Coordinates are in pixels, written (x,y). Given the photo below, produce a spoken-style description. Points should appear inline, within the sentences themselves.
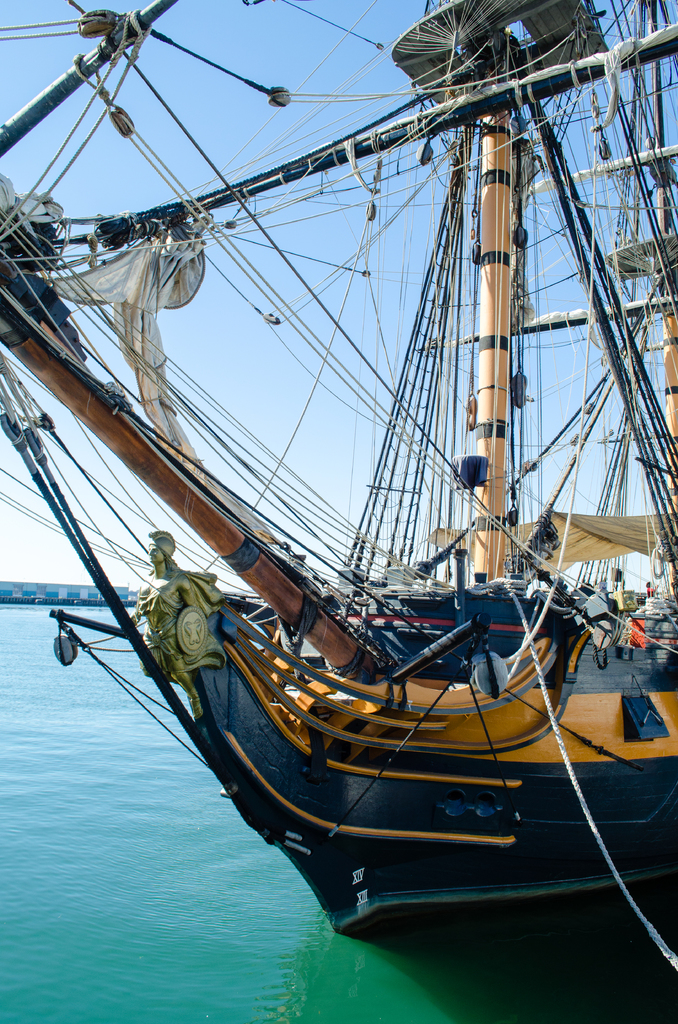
At the bottom of the image (122,811) there is water (95,704). On the water (72,696) there is a ship (590,310) with poles (395,671), ropes (329,148), clothes (227,494) and also there is sculpture (160,616). In the background (270,388) there is sky (191,314).
